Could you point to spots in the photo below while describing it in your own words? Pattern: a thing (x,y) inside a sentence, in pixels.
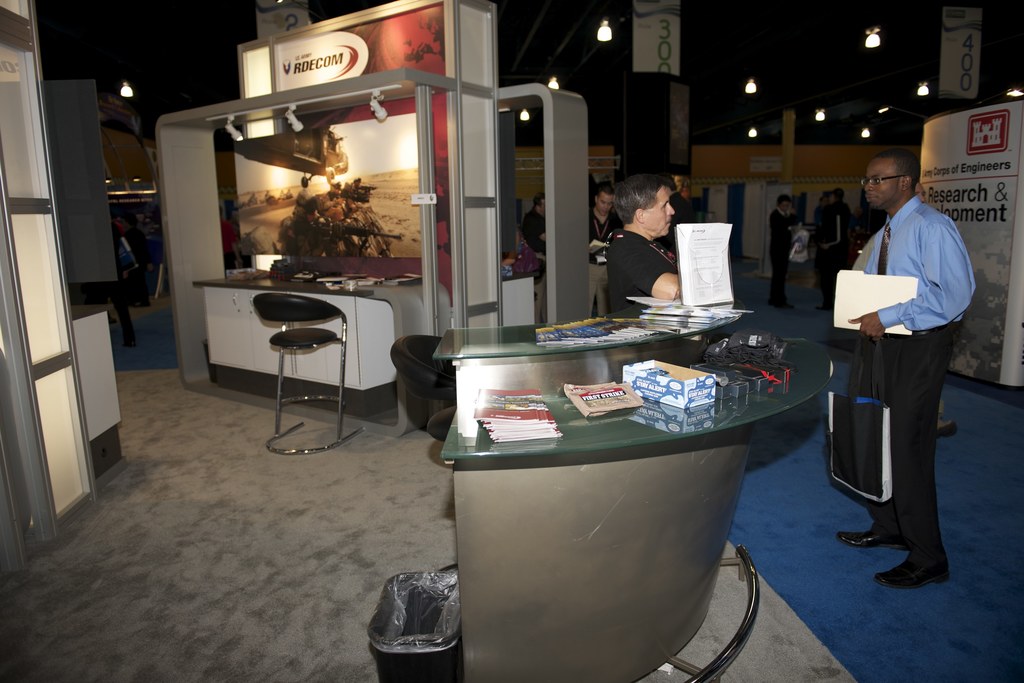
In the foreground (895,350) there are two person (936,519) standing in the right (898,189). In the background (540,208) there are group of people (843,218) standing. This person (885,395) is holding a bag (889,412) in his hand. In the left (128,234) a person (124,285) is standing and there is a table (275,285) in front of that a chair (301,305) is there and a board (392,263) is there. And a roof top (810,32) dark in color visible and lights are mounted on it. This image is taken inside a hall (337,491).
